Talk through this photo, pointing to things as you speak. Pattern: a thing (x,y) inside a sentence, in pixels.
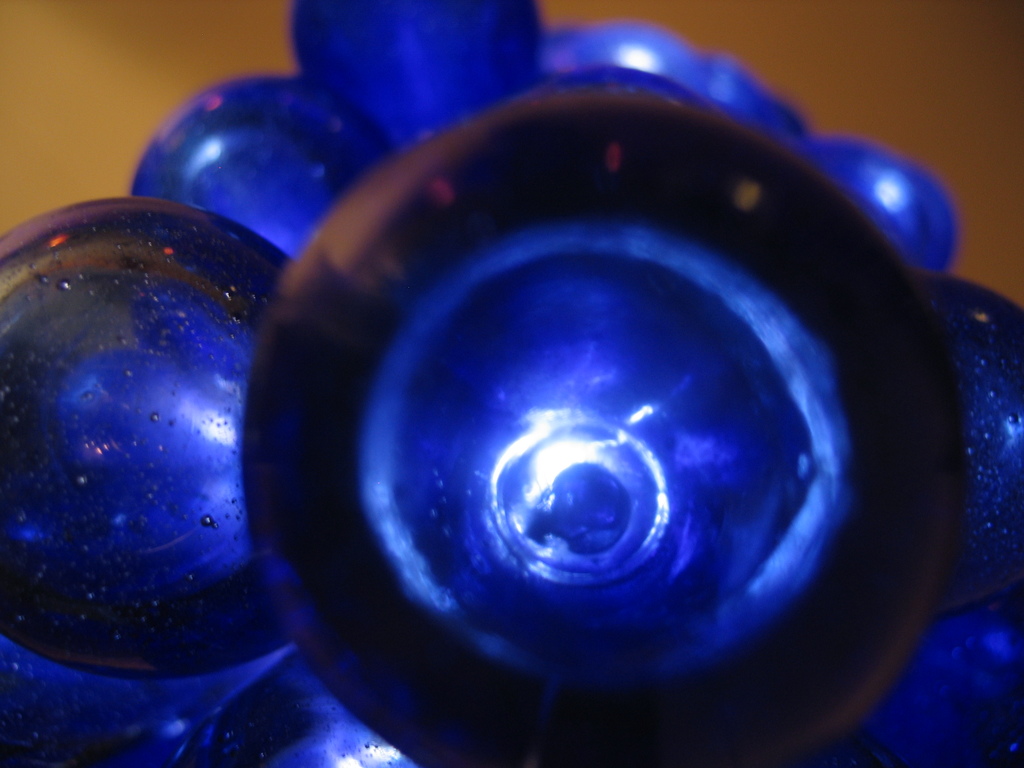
In this image we can see a close view of an object (330,520).
